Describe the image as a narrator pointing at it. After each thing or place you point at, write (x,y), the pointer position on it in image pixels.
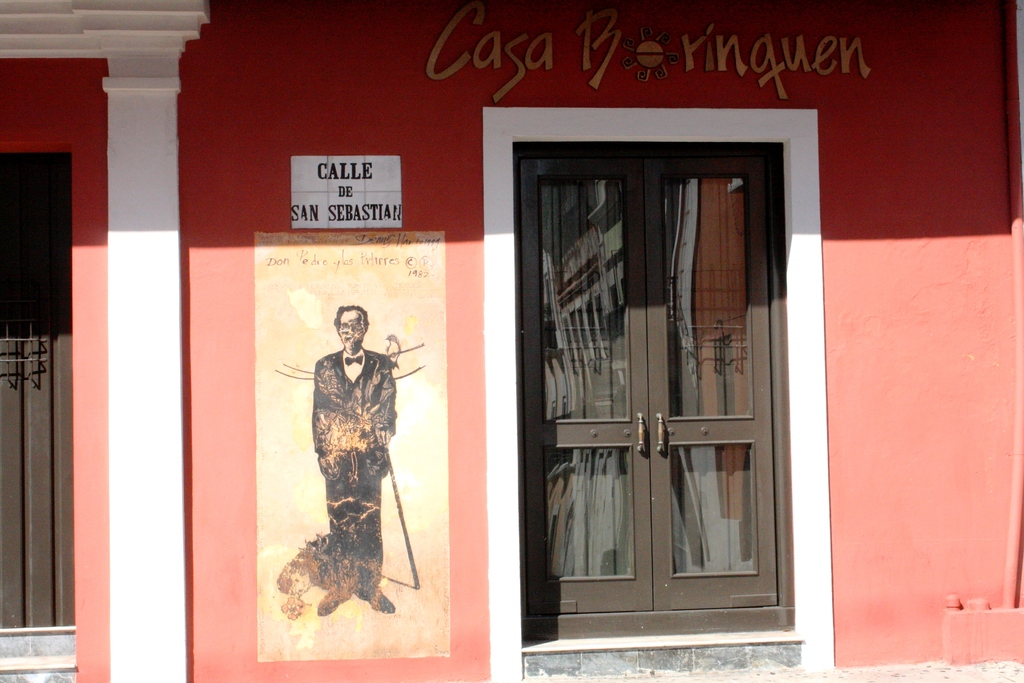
In this picture we can see a poster (350,252) and a painting (385,452) on the wall (460,478), beside the poster (385,471) we can see doors (651,430), at the top of the image (445,71) we can find some text (651,61) on the wall (211,199).
